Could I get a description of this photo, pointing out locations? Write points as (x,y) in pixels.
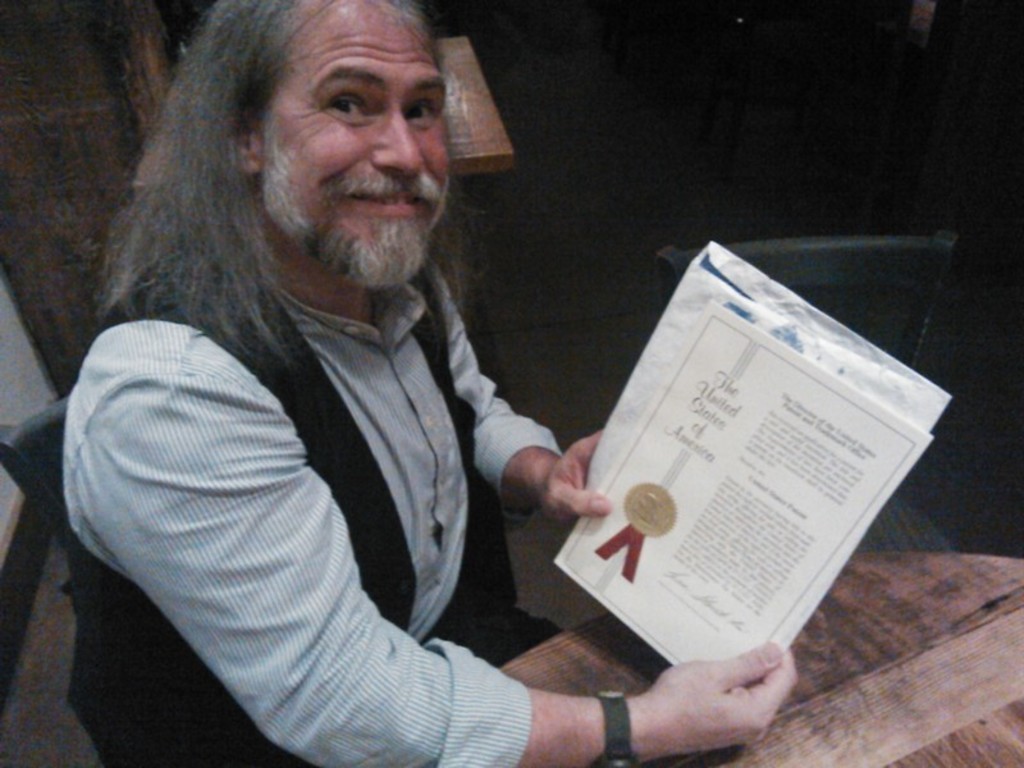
In this image we can see a man (325,488) sitting and holding a certificate (710,587) in his hand (720,678), before him there is a table (910,695). In the background (791,278) we can see a chair (893,291) and a wall (48,349).
